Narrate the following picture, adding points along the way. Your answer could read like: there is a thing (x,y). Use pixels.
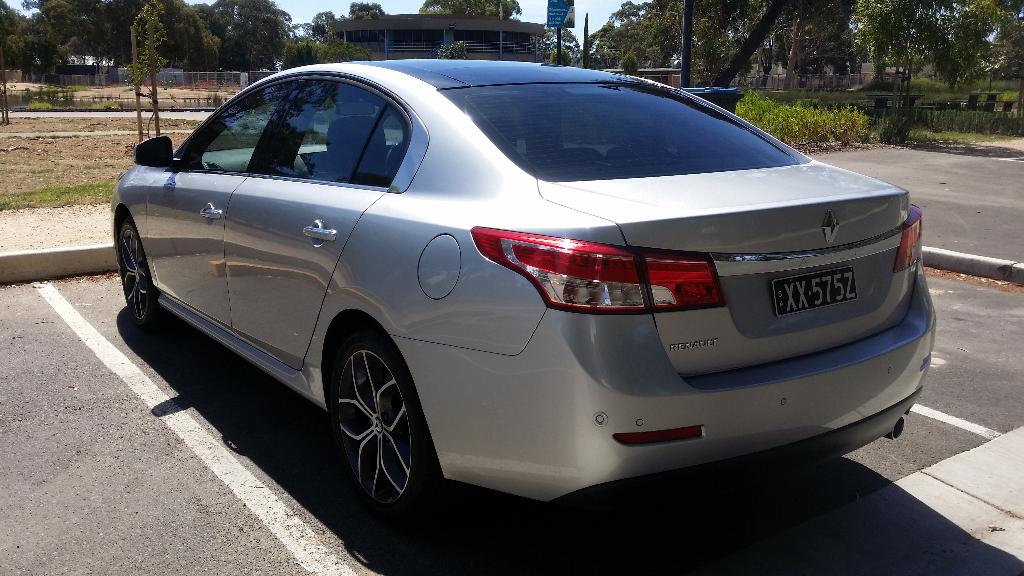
In this image I can see a silver colour car (523,303) and here I can see something is written. I can also see white lines (51,309) over here and in background (320,39) I can see number of trees (325,59), few poles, a building (518,24), a board (559,1), grass (39,190), the sky (325,4) and here on this board (571,26) I can see something is written.
